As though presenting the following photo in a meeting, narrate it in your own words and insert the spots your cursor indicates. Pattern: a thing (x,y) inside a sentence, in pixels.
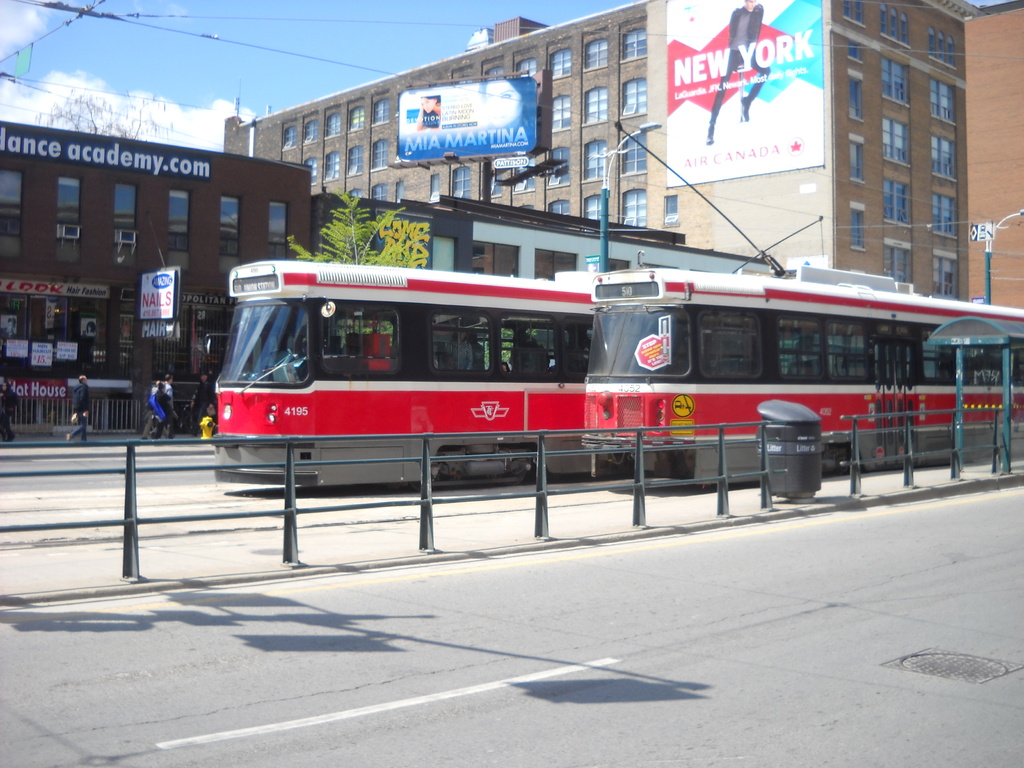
We can see dust bin (796,418), fences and shed (968,427). We can see trams (346,445) on the road (86,512). In the background (119,244) we can see buildings (611,115), people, hoardings (470,95), wires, tree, posters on glass (70,360), board (147,278) and sky (147,95) with clouds (127,109). We can see boards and light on poles (604,258).
